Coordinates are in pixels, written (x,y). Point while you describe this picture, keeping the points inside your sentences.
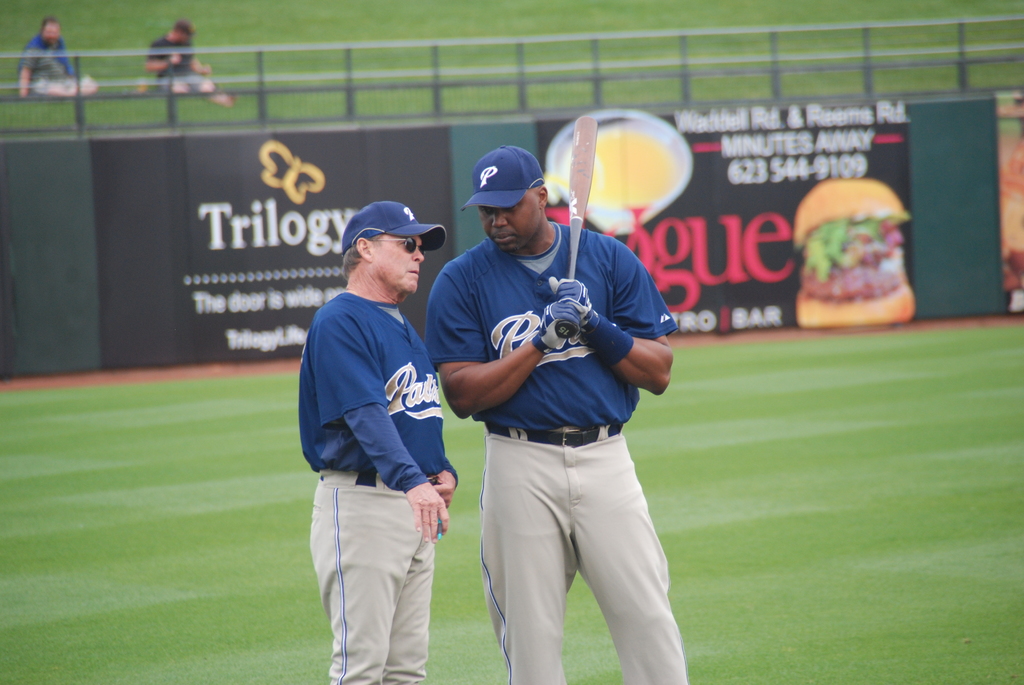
In this image we can see two persons (533,400) wearing dress (400,359) and caps (523,182) are standing on the ground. One person (609,441) is holding a baseball bat (585,183) in his hand (564,303). One person (442,493) is holding a pen (435,522) in his hand (436,522). In the background (817,161) we can see two persons (185,54) sitting on the grass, barricade (238,81) and posters (756,269) with photo (881,252) and text (794,156).
